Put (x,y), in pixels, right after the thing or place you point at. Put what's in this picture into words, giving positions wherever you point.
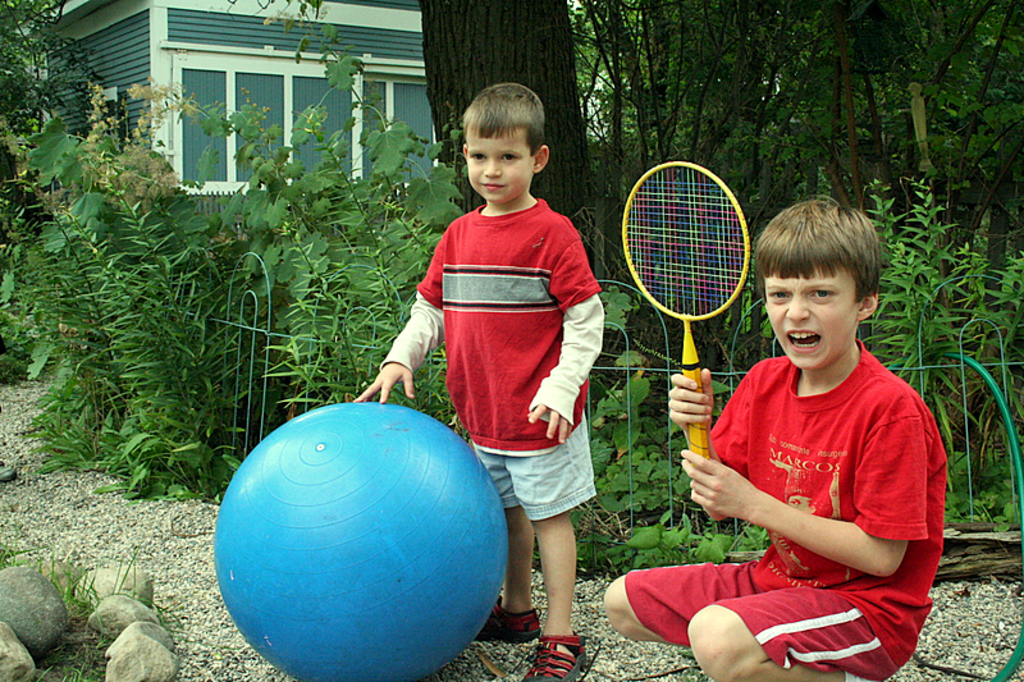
The picture is taken outside of the house (238,110) where two children (473,436) are present and at the right corner (768,548) the boy (798,561) is dressed in red dress (886,595) and holding a bat (686,371) and in the middle (499,347) another boy (499,455) is standing and wearing red shirt (509,371) and shorts (544,512) and touching a big ball (342,555) and behind them there are plants (318,203) and trees (10,119).
